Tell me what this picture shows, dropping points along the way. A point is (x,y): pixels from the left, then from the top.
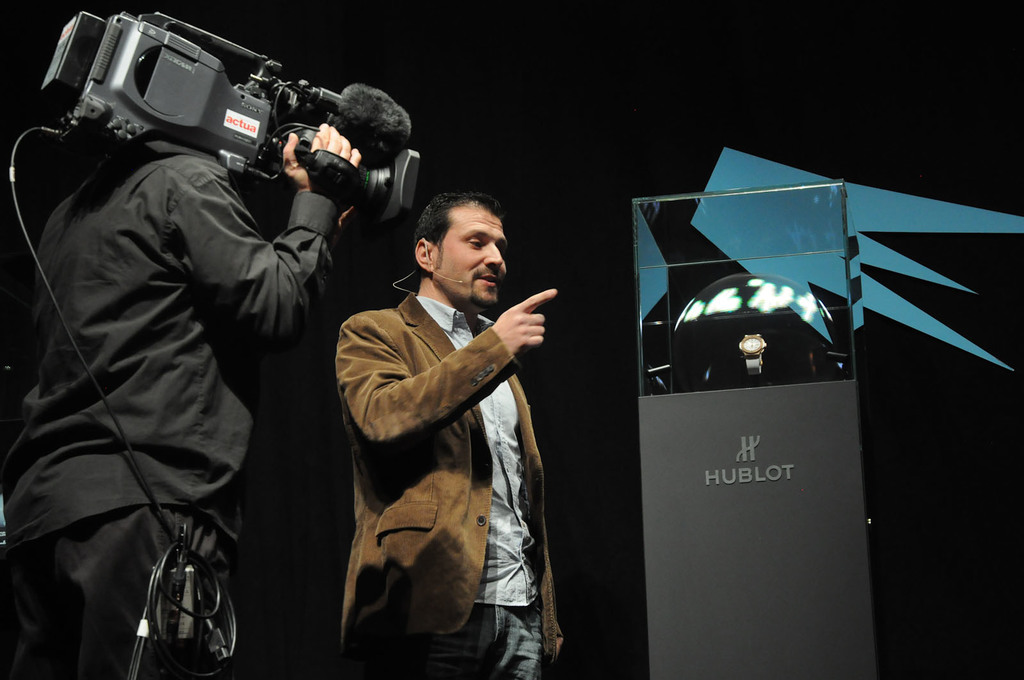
The person (143,336) wearing black shirt (147,351) is holding a camera (246,150) and the person (389,370) wearing brown jacket (411,378) is looking at the watch (746,342) which is in glass container (778,355) and the background (598,133) is black in color with some blue mark (736,170) on it.
